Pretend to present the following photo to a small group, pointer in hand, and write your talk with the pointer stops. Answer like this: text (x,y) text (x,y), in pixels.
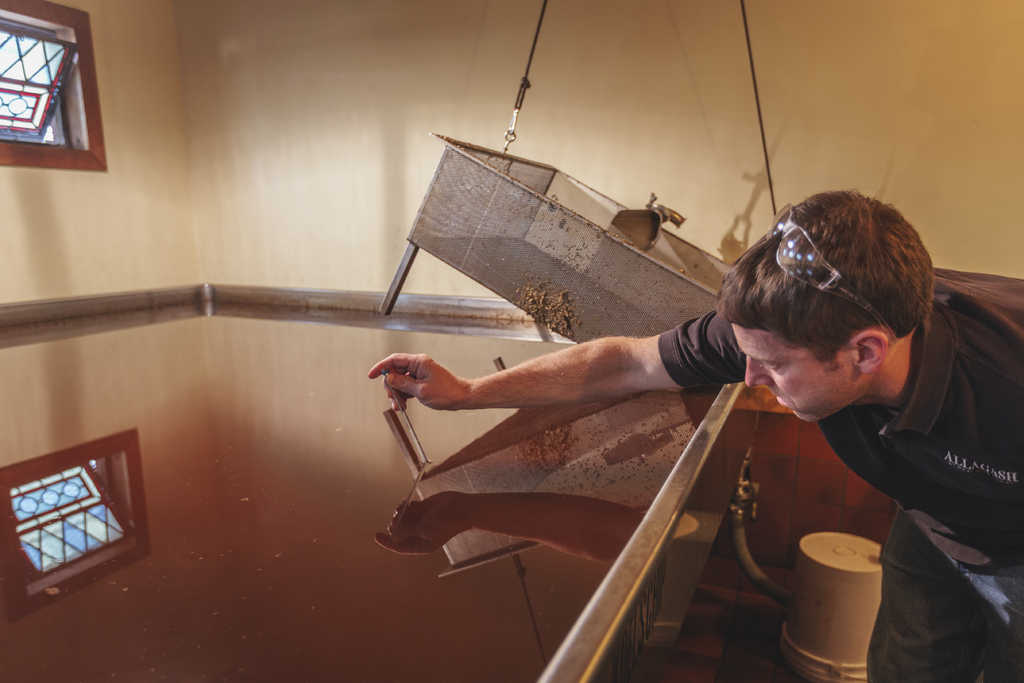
This image is taken indoors. In the background (271,157) there is a wall (379,91) with a window (44,73). On the left side of the image (155,388) there is a tank (259,352). On the right side of the image (855,352) there is a man (669,372). He is standing and he is holding an object (411,426) in his hand (428,391). There is a bucket (815,597) on the floor (755,629) and there is a pipe (743,559). In the middle of the image (579,240) there is a tub (506,236) and it is tied with a rope (533,41).
